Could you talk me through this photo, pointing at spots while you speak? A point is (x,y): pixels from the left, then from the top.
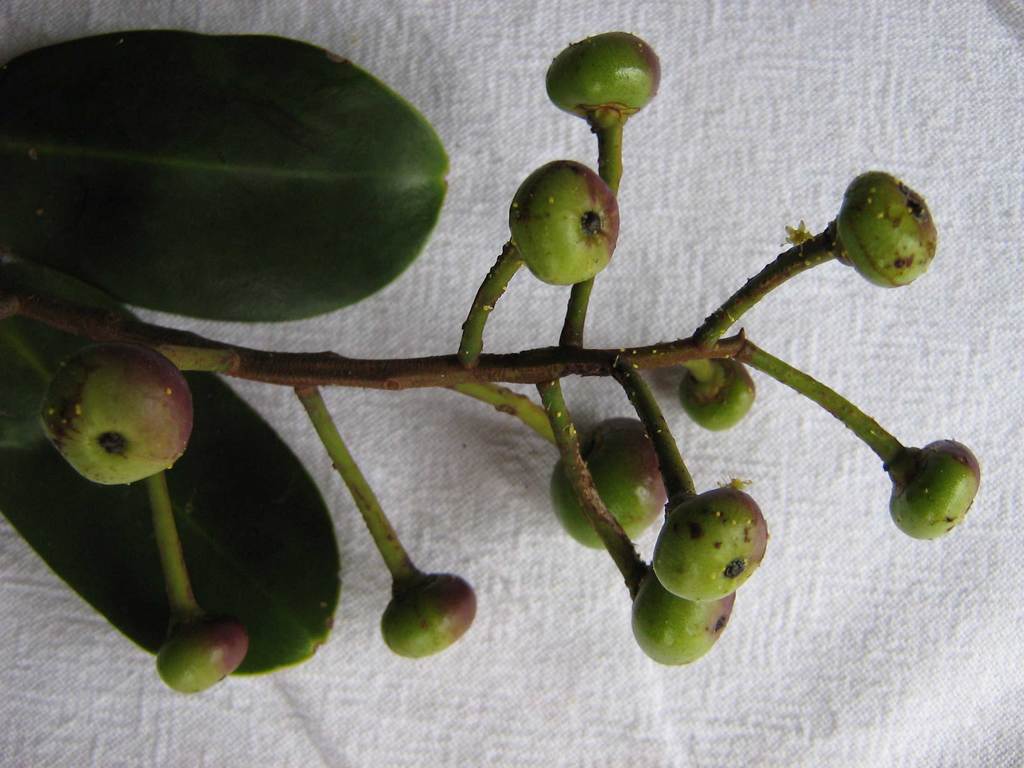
This picture consists of stem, two leaves (281,289), unripe fruits (604,196) visible on white color cloth (852,55).
